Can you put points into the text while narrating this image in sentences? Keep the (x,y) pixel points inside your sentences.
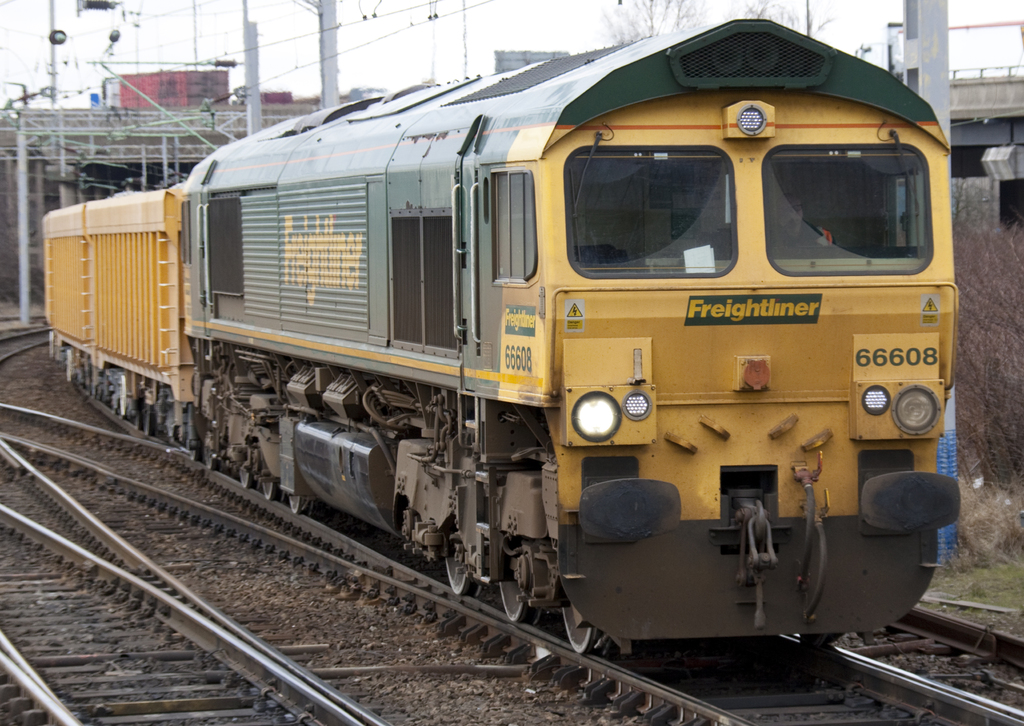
This image is taken outdoors. At the bottom of the image (291,674) there are a few railway tracks (254,645) on the ground (178,541). In the middle of the image (426,385) a train (292,316) is moving on the track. In the background (113,135) there are a few poles (61,141) with wires (430,20). There is a tree (642,22) and there are a few walls (984,113). There are a few iron bars (94,147).
